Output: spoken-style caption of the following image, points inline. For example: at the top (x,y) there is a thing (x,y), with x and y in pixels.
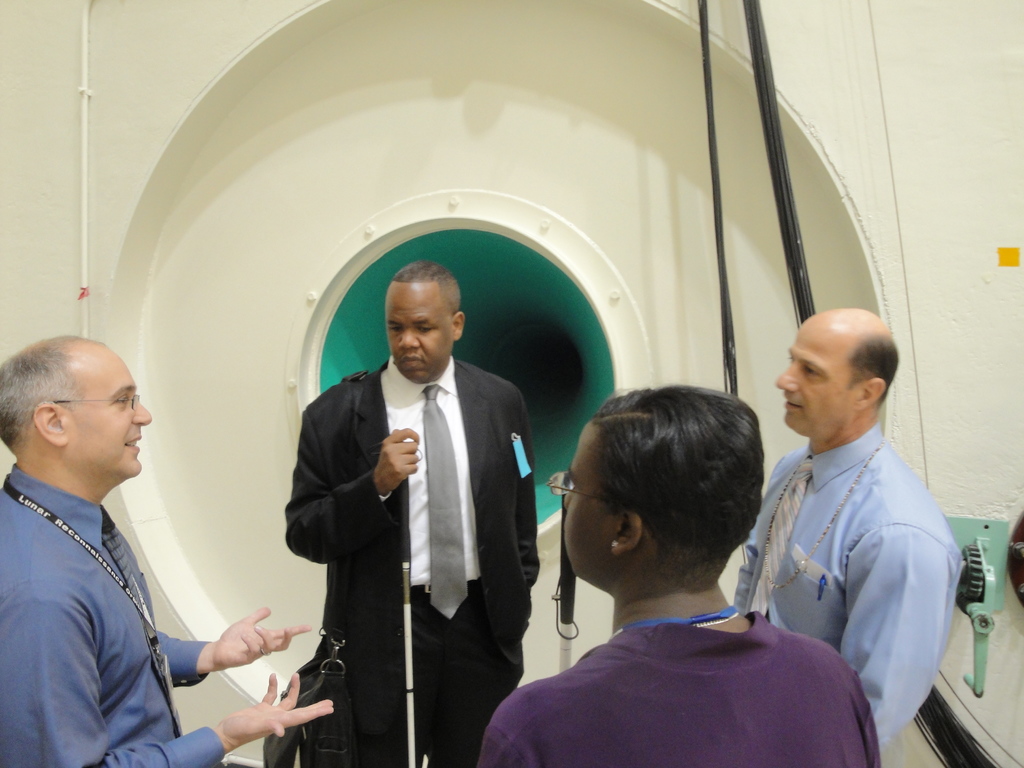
In this image we can see some people (659,557) standing. In that a person (467,586) is holding a stick (403,536). On the backside (617,301) we can see a window (549,480), wires (769,94) and a wall (248,340).
